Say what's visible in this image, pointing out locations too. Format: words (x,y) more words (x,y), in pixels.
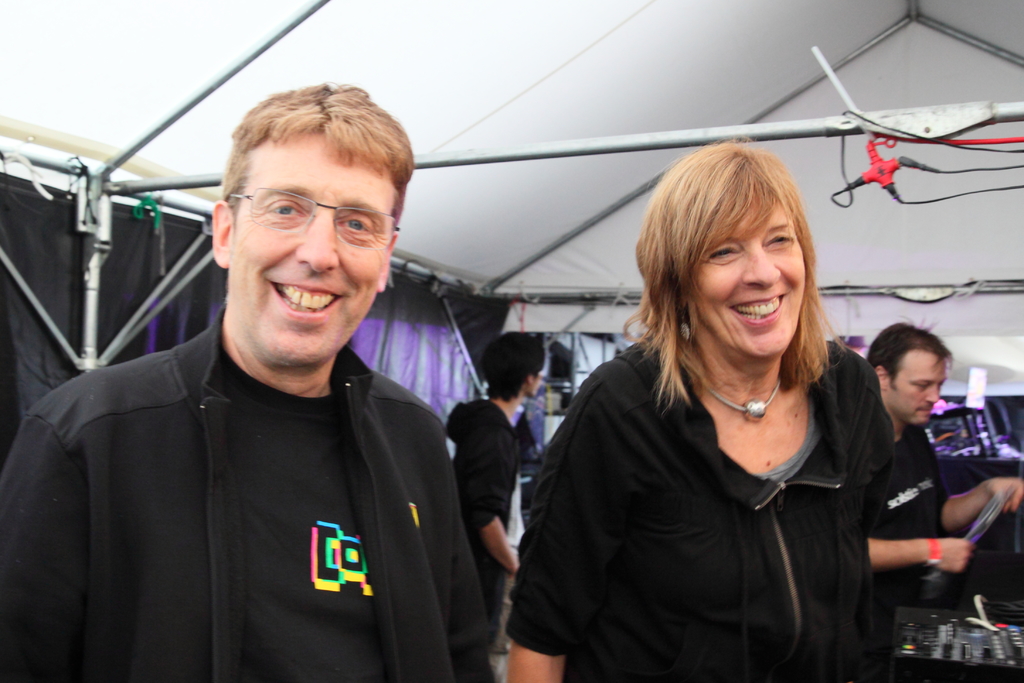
This picture is clicked inside under the tent (482,37). On the right (838,422) there is a woman (666,528) wearing black color jacket (748,503), smiling and seems to be standing on the ground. On the left (291,241) there is a man (327,320) wearing black color jacket (374,520), smiling and standing on the ground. In the background (1023,489) we can see the two persons (916,461) standing on the ground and there are some objects (960,649) and we can see the metal rods (461,346) and the curtains (391,331).
